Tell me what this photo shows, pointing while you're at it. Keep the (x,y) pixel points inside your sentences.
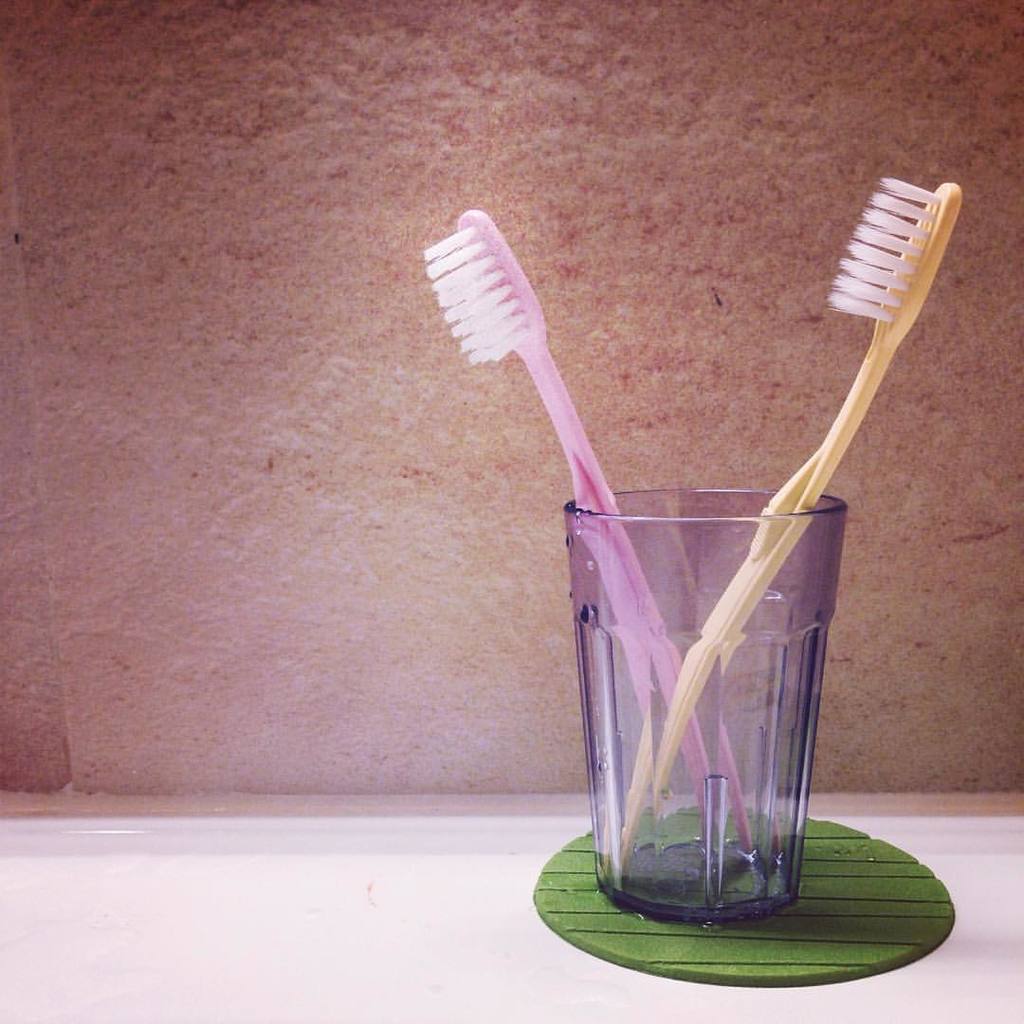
In the background (686,80) we can see the wall (489,153). In this picture we can see a platform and on the platform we can see the tooth brushes (541,392) in a glass holder (689,628). Glass (714,580) is placed on an object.
